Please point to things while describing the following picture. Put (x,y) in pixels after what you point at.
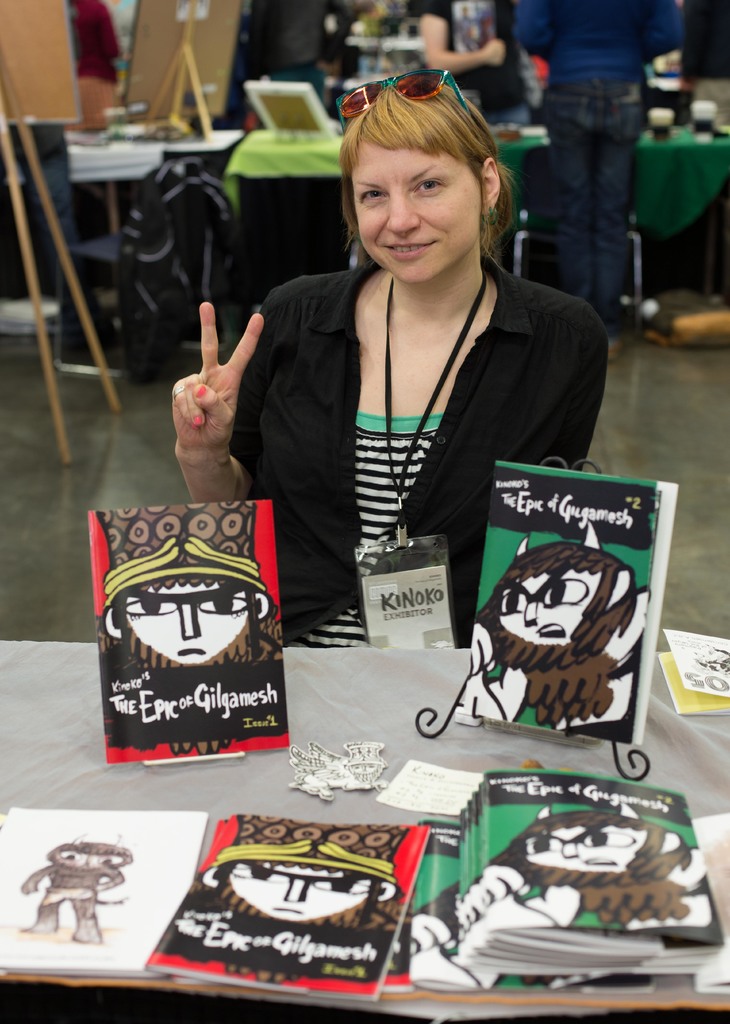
On the background of the picture (581,178) we can see two persons (553,107) standing in front of a table (241,197) and these are boards (211,93) and this is a floor (84,448). We can see here one women (493,287) sitting and giving a pose to the camera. This is a table (373,708) and on the table (131,778) we can see comic books (292,891).
